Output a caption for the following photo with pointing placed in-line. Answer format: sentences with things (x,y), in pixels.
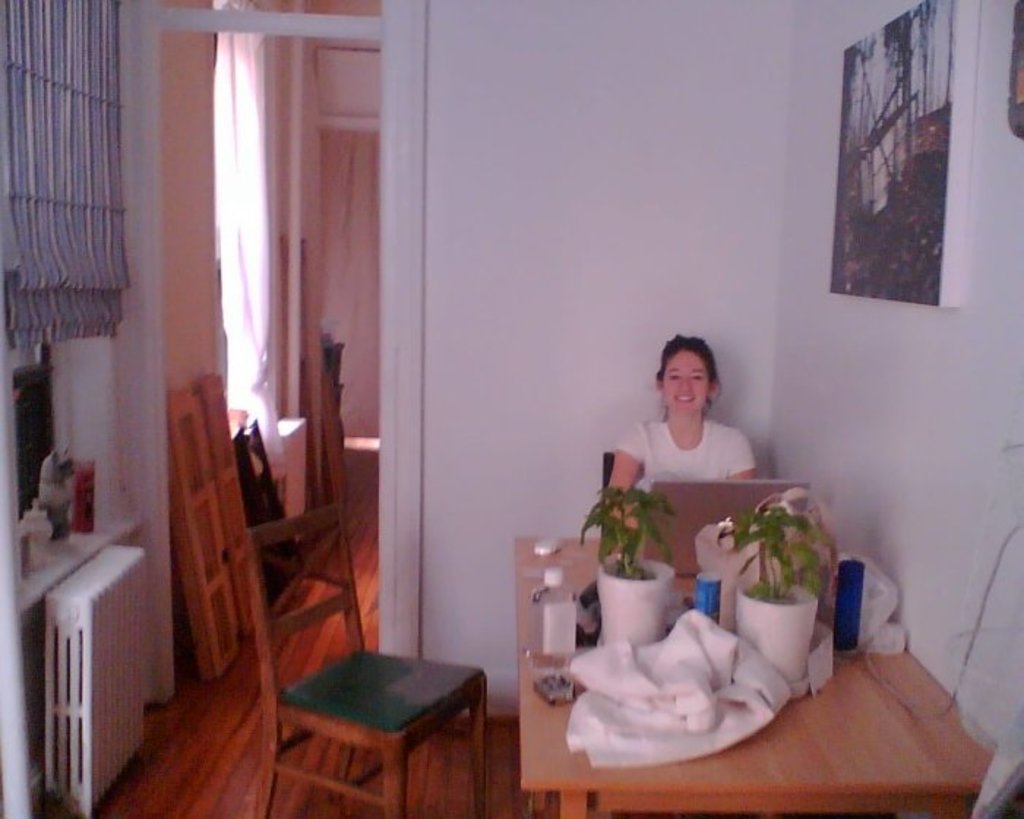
This is the woman (633,450) sitting on the chair (609,472) and smiling. This is the table (781,735) with two flower pots (770,631), bottle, blanket (665,686) and some objects (821,661) on it. This looks like a laptop (723,503). I can find an empty chair (329,713) here. This is the frame (891,256) attached to the wall (962,338). At background (267,365) I can see curtain (256,94) hanging and some wooden object (228,496) placed aside. I think this is a cloth (57,114) hanging and some objects (51,456) placed here.
